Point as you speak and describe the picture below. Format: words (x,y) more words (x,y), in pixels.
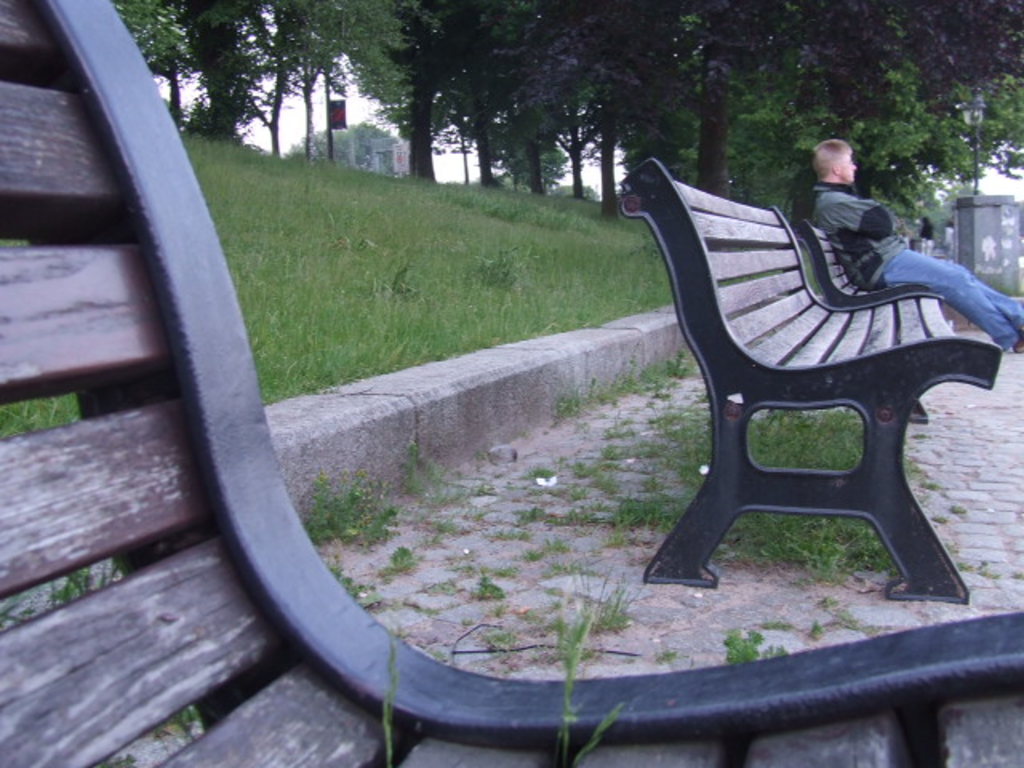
In this picture we can see a man (1010,308) who is sitting on the bench (848,290). This is grass (319,272). And there are many trees (615,93). Even we can see the sky (315,126) here.
